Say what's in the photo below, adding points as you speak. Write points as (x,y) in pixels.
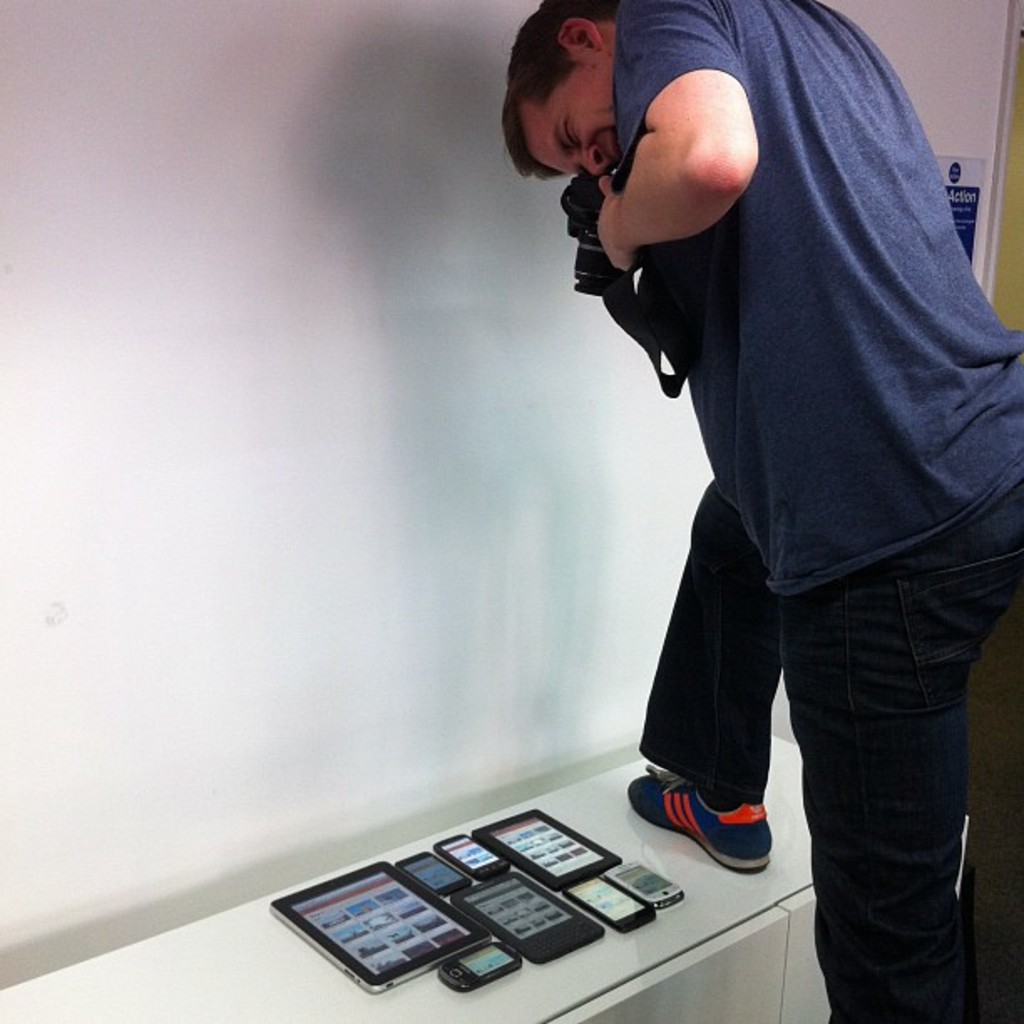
In this image we can see a man (747,295) standing and holding the camera (593,203) and capturing the photograph of the mobiles (497,962) and also the tablets (512,881) on the table (661,842). We can also see the wall (484,254) and a poster (965,169) in the background (966,161).
